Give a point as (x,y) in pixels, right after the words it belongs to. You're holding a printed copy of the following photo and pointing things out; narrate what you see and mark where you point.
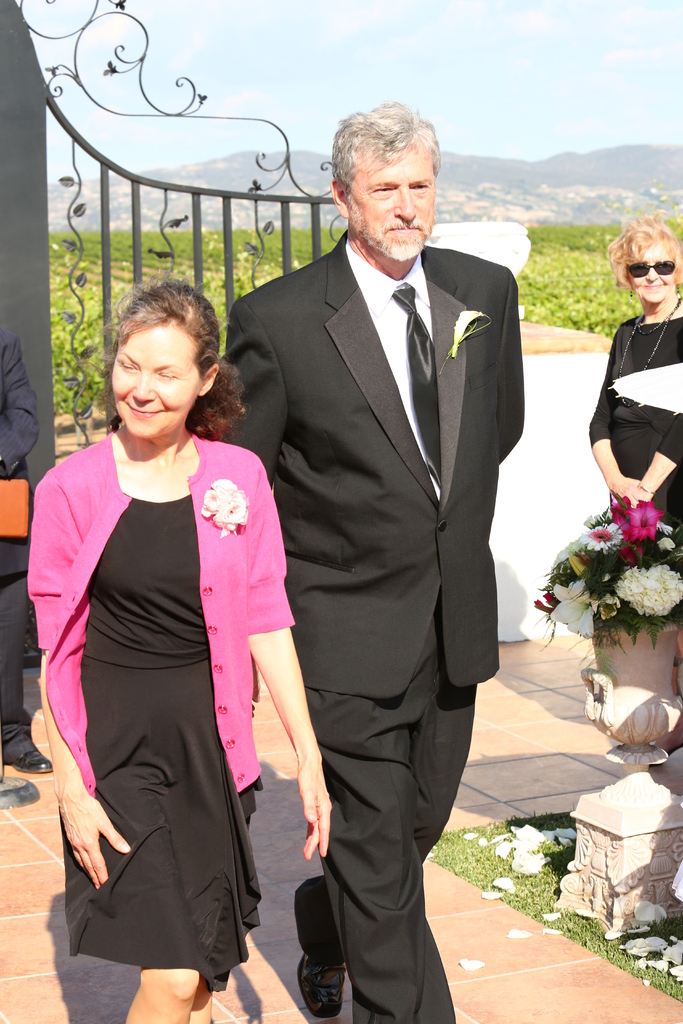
In this image I can see the group of people (430,551) with different color dresses (315,461). I can see one person (646,355) with the goggles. To the right (610,632) I can see the flower bouquet (616,590) and the flowers (662,569) are in pink and white color. In the background (60,291) I can see the metal gate (107,218), many plants (146,244), mountains (594,202) and the sky (613,73).
